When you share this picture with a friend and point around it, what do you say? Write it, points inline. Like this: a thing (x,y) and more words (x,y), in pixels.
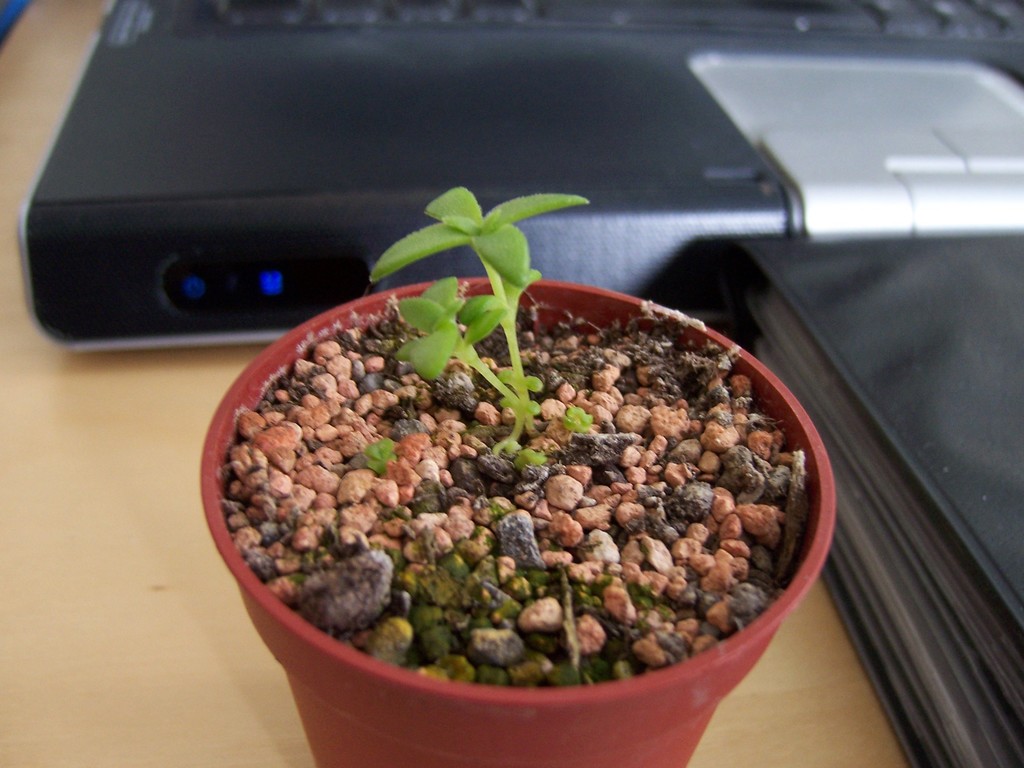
In this image, we can see a plant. There is an electrical equipment (571,163) at the top of the image (618,122). There is a file (880,320) on the right side of the image (917,468).
